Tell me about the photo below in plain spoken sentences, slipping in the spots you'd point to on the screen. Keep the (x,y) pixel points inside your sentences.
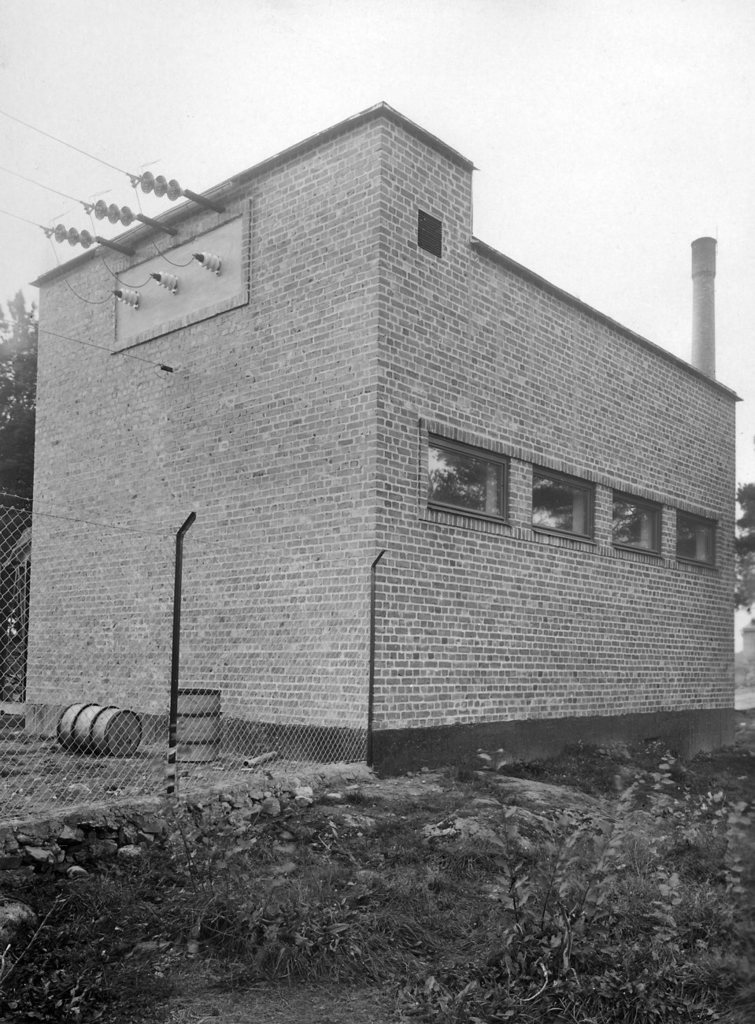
In this picture I can see the house (441,506). On the left (49,187) I can see the electric wires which are connected to this wall (145,684). In the bottom left (215,709) I can see some barrels (104,740) which are placed near to the brick wall (274,712) and fencing (146,782). At the bottom (355,973) I can see the plants (662,877) and grass (458,944). In the background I can see many trees (20,507). At the top (584,76) I can see the sky (613,93) and clouds (622,91).
